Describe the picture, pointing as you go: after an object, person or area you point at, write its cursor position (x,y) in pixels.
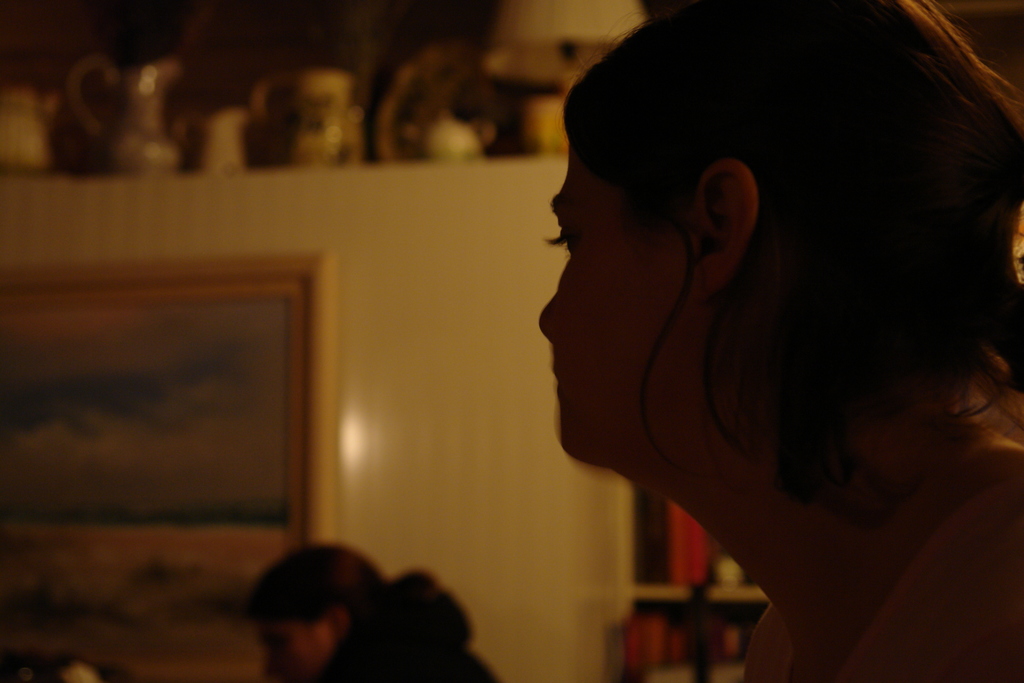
In the image we can see a person (858,417) wearing clothes (917,601), there is a frame (244,422) and these are the jars (143,134).
